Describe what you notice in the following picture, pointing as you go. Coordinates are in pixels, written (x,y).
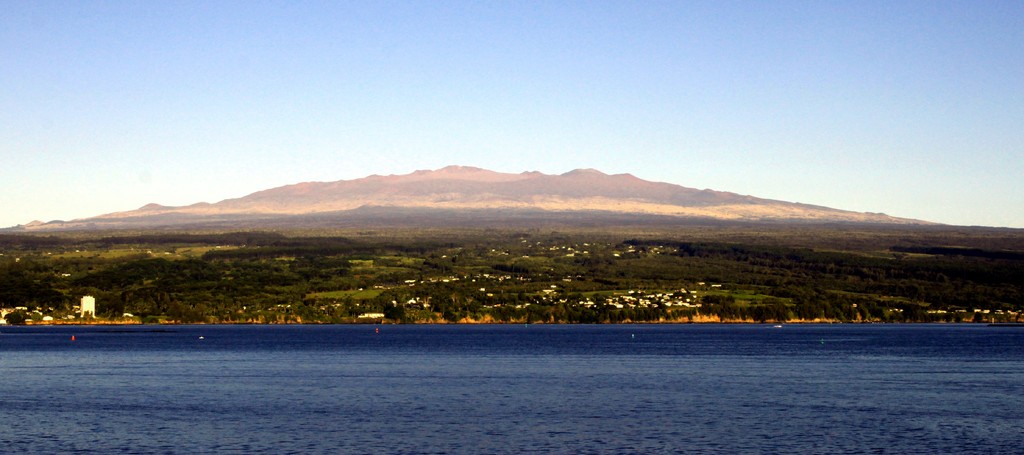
In this image there is water (692,423) at the bottom (525,379). There are trees (951,298), mountains (653,221) and buildings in the background (63,316). And there is a sky (973,214) at the top (324,75).
